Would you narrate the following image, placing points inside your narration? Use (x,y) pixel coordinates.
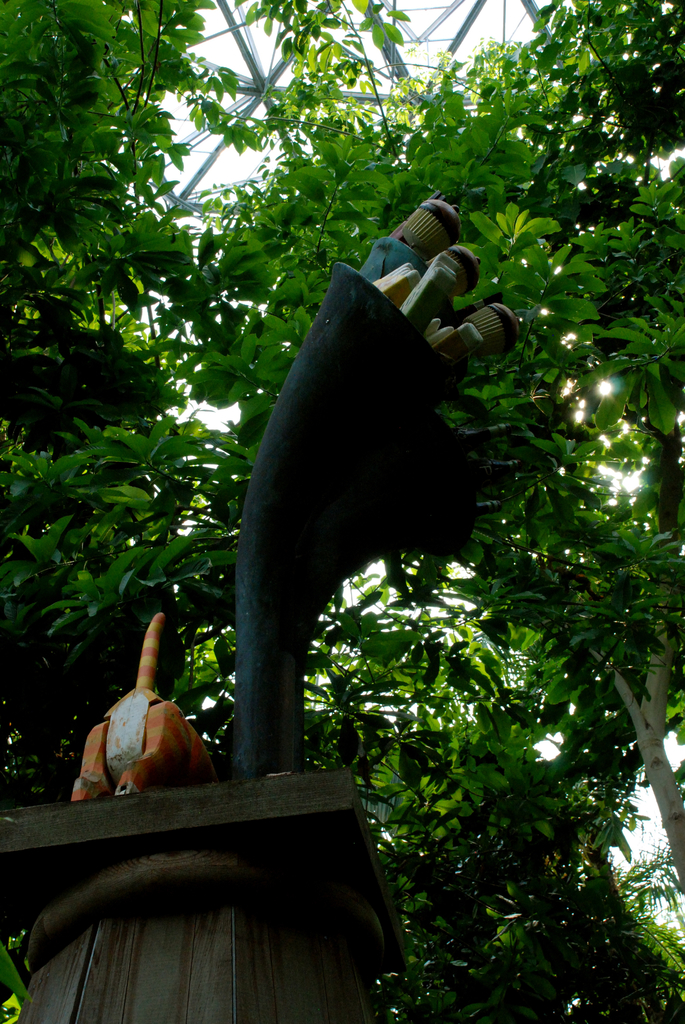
In this image there is a structure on the wooden stand (230,866) and there is an object (100,787) on the stand (195,903). In the background of the image (205,254) there are trees (495,119) and metal rods (416,41).
